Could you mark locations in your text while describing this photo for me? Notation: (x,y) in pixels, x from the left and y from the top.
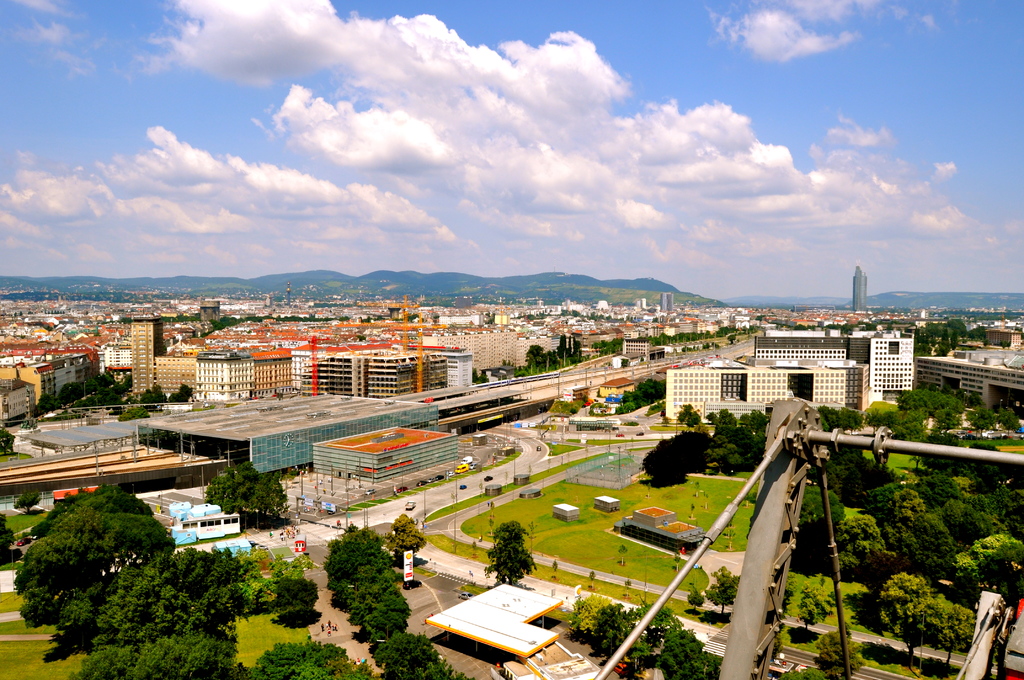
In this image, we can see some green color trees (8,539), there are some roads (481,453), we can see some buildings (332,315), at the top (650,81) there is a blue color sky (648,72) and there are some white color clouds (344,151).
